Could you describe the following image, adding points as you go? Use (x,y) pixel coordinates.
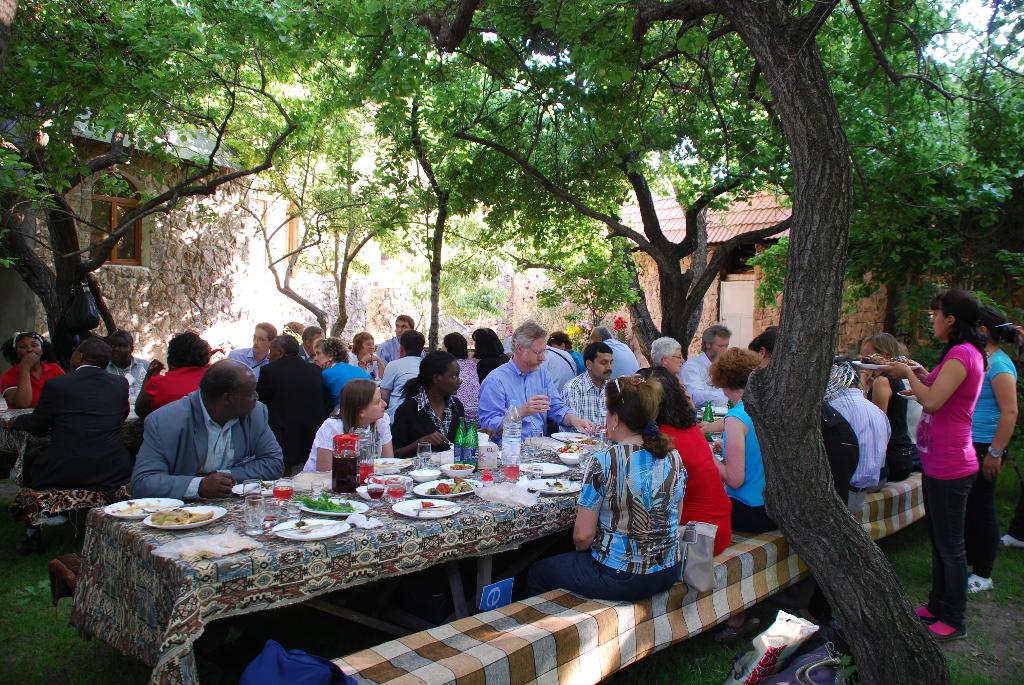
In this image, there are some persons (293,407) wearing colorful clothes (628,522) and sitting under trees (593,196). There is a table (233,568) in front of this persons (685,491) covered with a cloth (199,600). This table (230,587) contains plates (272,489), glasses (254,479) and bottles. There are two persons (968,395) standing behind these persons (878,392). There is a building (148,289) behind these persons (107,346).
